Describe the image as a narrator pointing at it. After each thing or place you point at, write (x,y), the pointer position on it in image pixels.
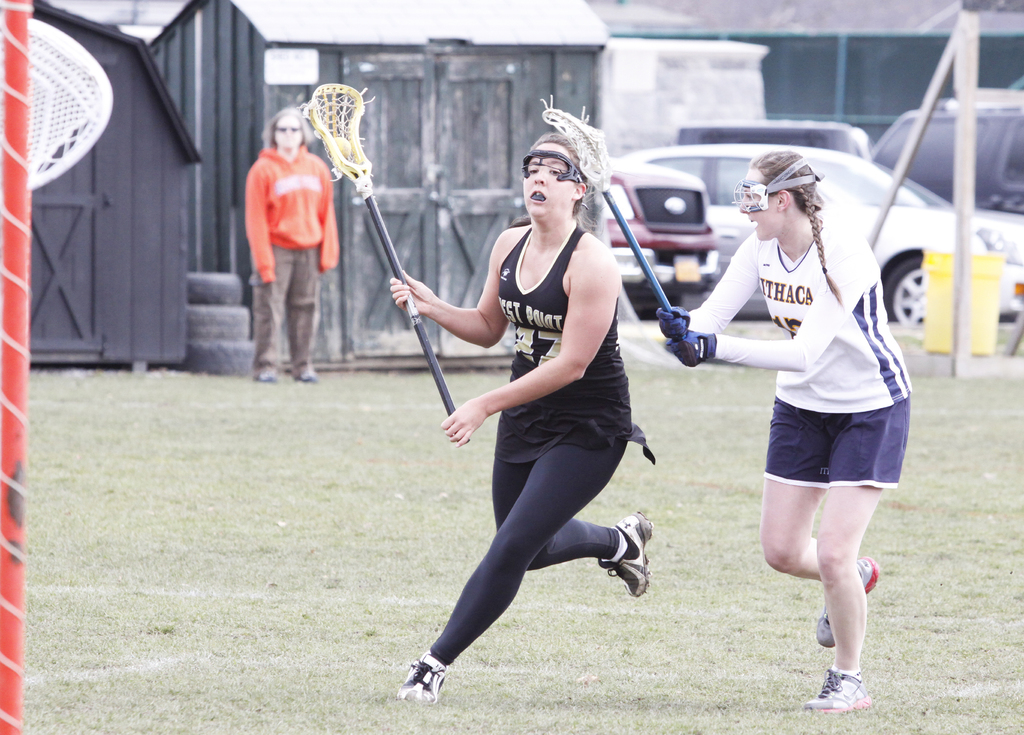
In this picture 2 women's (789,390) are holding lacrosse (599,167) and there are running, as we can see their legs (791,540) are in moving position. These women (572,460) wore black dress (563,399) and shoes (639,548). These women (855,421) wore white dress (854,326) and shoes (869,568). There is a grass (180,618) surrounded here. At far away there are vehicles (933,232) in red, white color. There is a stand (966,37) here. This is bin (987,299) in yellow color. This is a shed (467,60).
